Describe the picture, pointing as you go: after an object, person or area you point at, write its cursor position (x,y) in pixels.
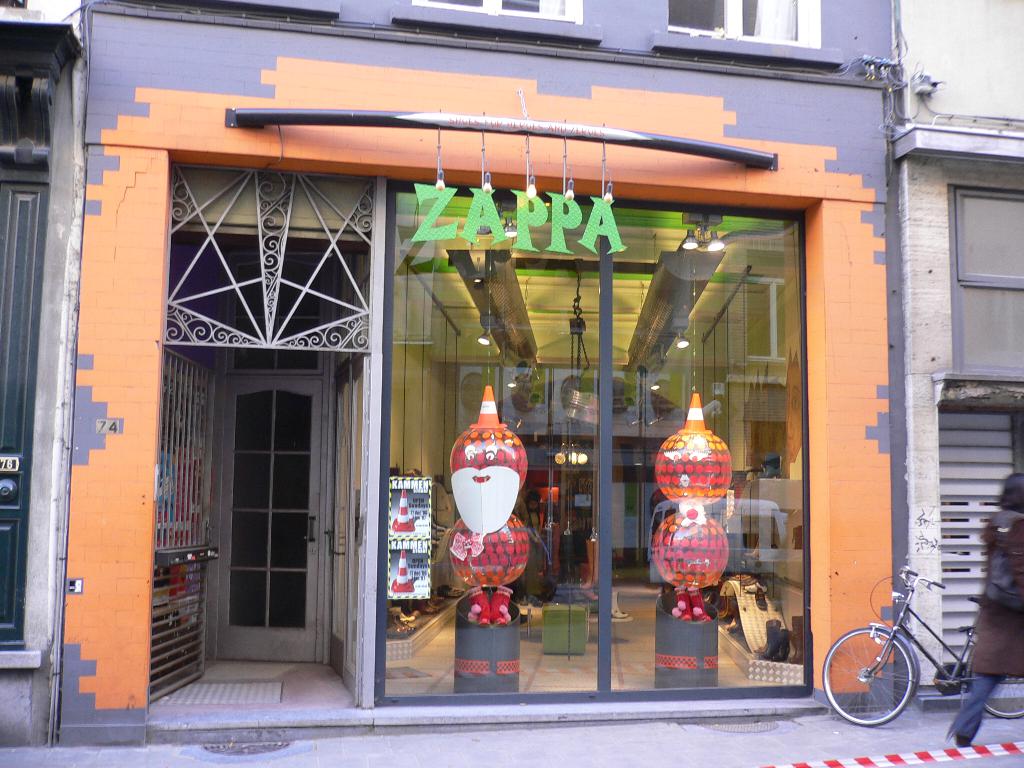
In this image I can see a person (989,665) and a bicycle (869,681). Here I can see a framed glass wall (529,574), a door (305,593), lights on the ceiling (743,233) and some other objects (550,518).
